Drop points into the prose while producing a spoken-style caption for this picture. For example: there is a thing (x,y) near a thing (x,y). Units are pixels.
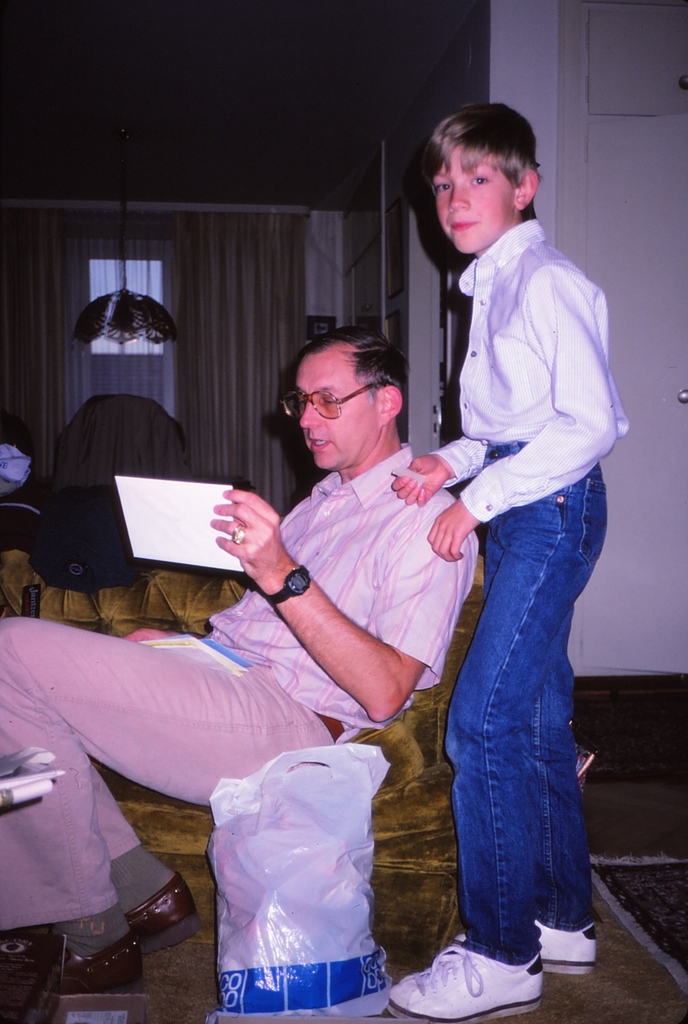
In this image, I can see a boy (540,705) standing. This is the man (281,691) holding a paper (216,560) and sitting on the couch (162,619). This looks like a bag (338,973), which is kept on the floor (616,718). I can see a lamp (94,312) hanging to the ceiling (103,140). In the background (183,365), these look like the curtains (246,294) hanging to a hanger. On the right side of the image (640,149), It looks like a door (671,344), which is white in color.
